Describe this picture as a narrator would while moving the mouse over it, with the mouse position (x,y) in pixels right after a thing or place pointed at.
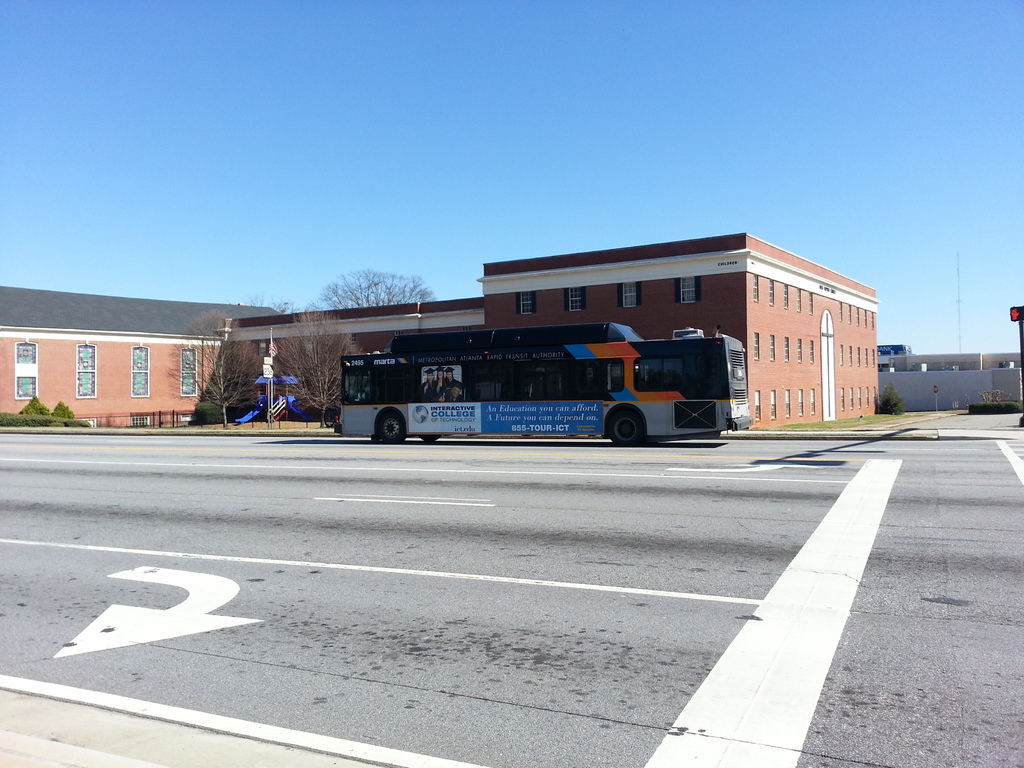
In the background (641,103) we can see a clear blue sky (684,180). Here we can see a building (825,320) with windows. Here we can see a bus (417,345) on the road (596,488). At the right side of the picture (914,406) we can see a plant (896,408) and wall (962,386).
